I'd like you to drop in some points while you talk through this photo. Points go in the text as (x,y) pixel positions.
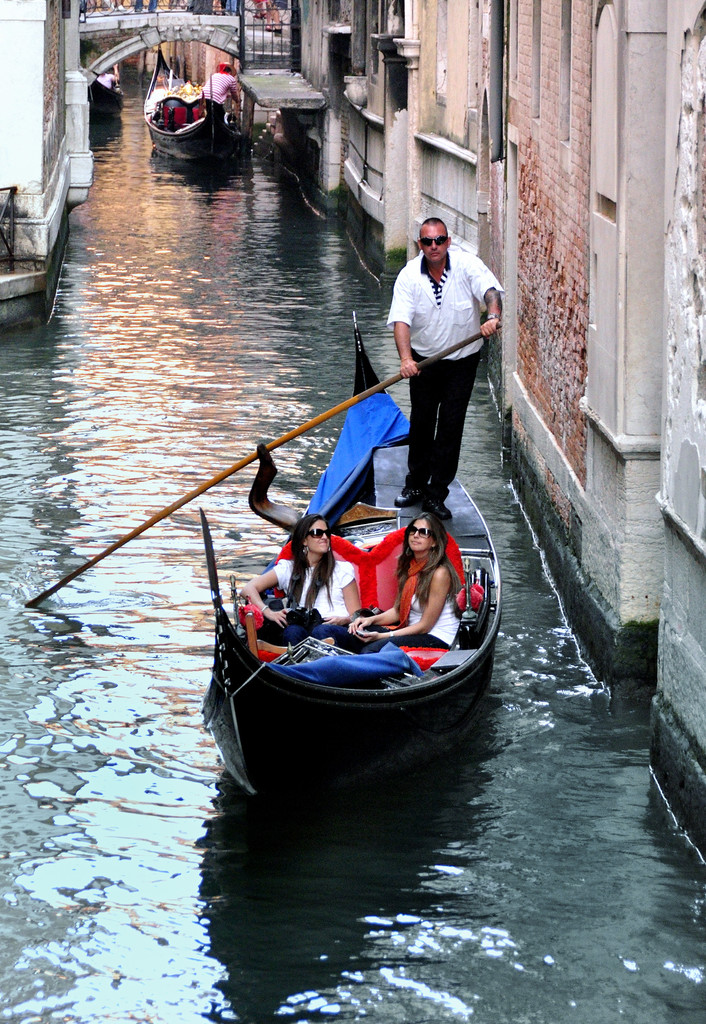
There are two ladies (440,598) sitting in a boat (371,597) and there is another person (411,368) standing behind them and holding a stick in his hand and there is another boat (179,115) behind them and there is a building (71,94) on either sides of them.
